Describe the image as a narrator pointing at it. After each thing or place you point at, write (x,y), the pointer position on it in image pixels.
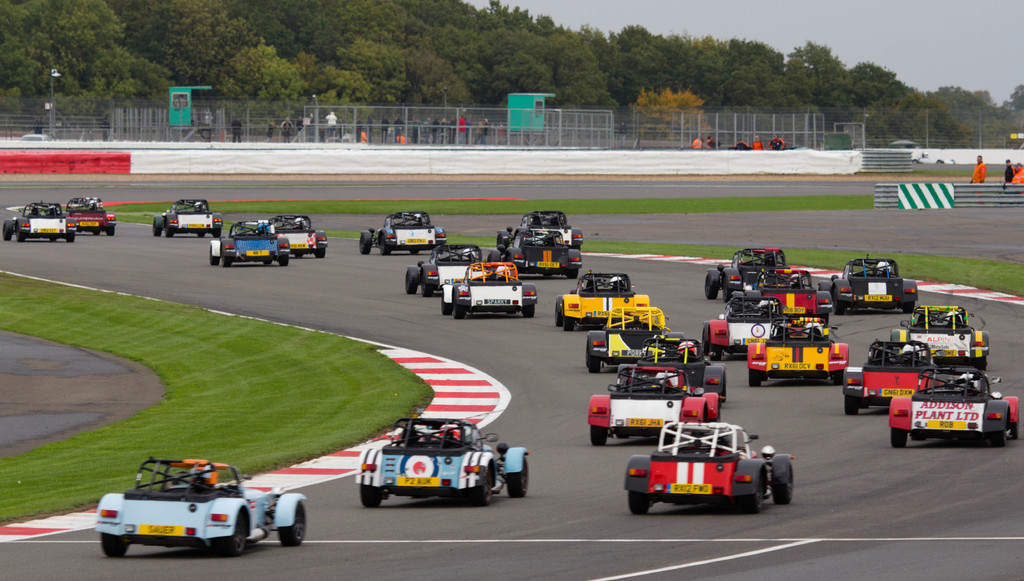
In the picture there is a plain road (190,254) and there are many vehicles (224,503) on the road (270,183), behind that road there are few people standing behind a mesh (441,124) and in the background (424,64) there are plenty of trees (129,39).
